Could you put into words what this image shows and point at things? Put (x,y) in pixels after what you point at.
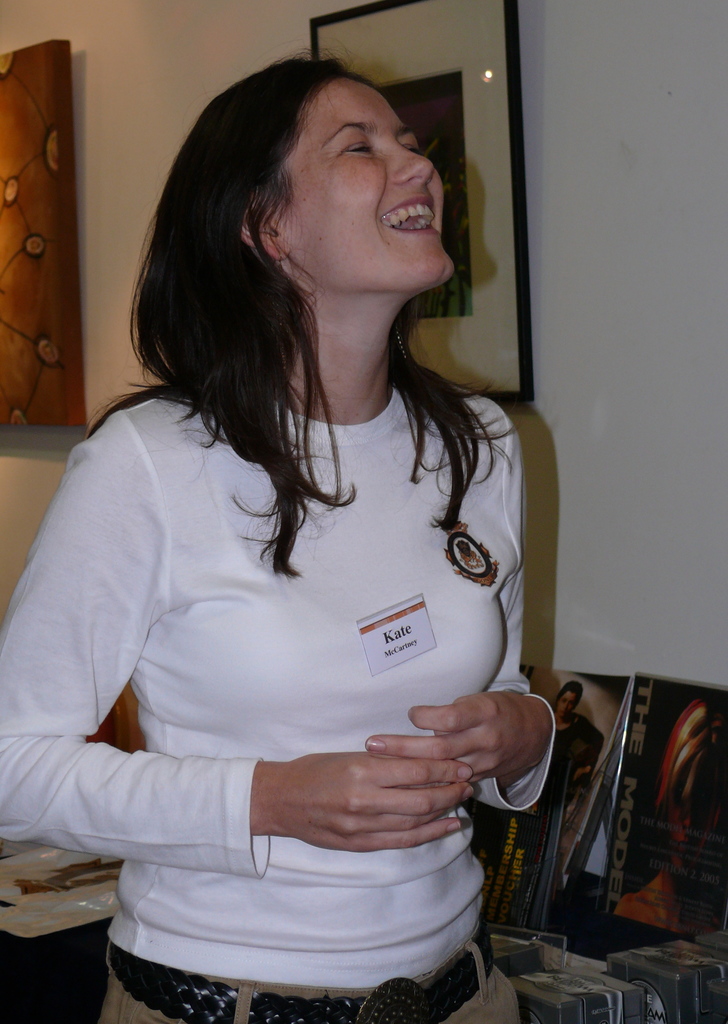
In this image I can see a woman (317,662) is standing and I can see she is wearing white dress (313,693). I can also see a paper (383,616) over here and on it I can see something is written. I can see few things (680,977) over here and on this wall (567,129) I can see a frame (508,4).
